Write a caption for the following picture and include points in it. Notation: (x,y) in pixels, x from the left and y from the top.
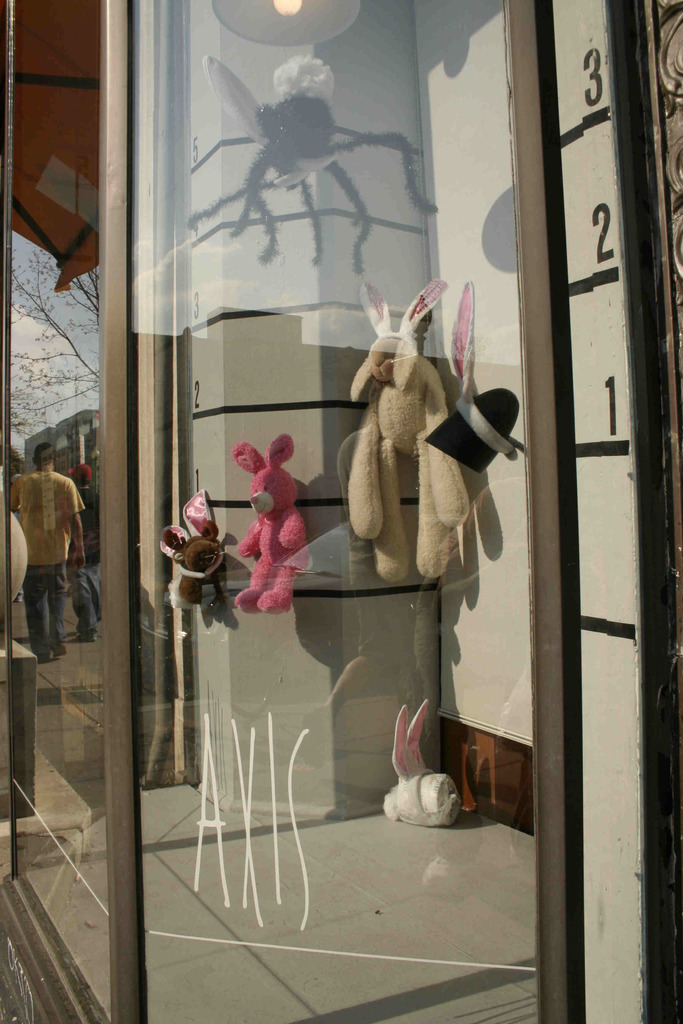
In this image I can see the glass surface (297,464) and through the glass (342,382) I can see few soft toys (259,563). On the glass (327,187) I can see the reflection (82,600) of few trees (50,416), few persons (74,561), few buildings (65,457) and the sky (74,342).
